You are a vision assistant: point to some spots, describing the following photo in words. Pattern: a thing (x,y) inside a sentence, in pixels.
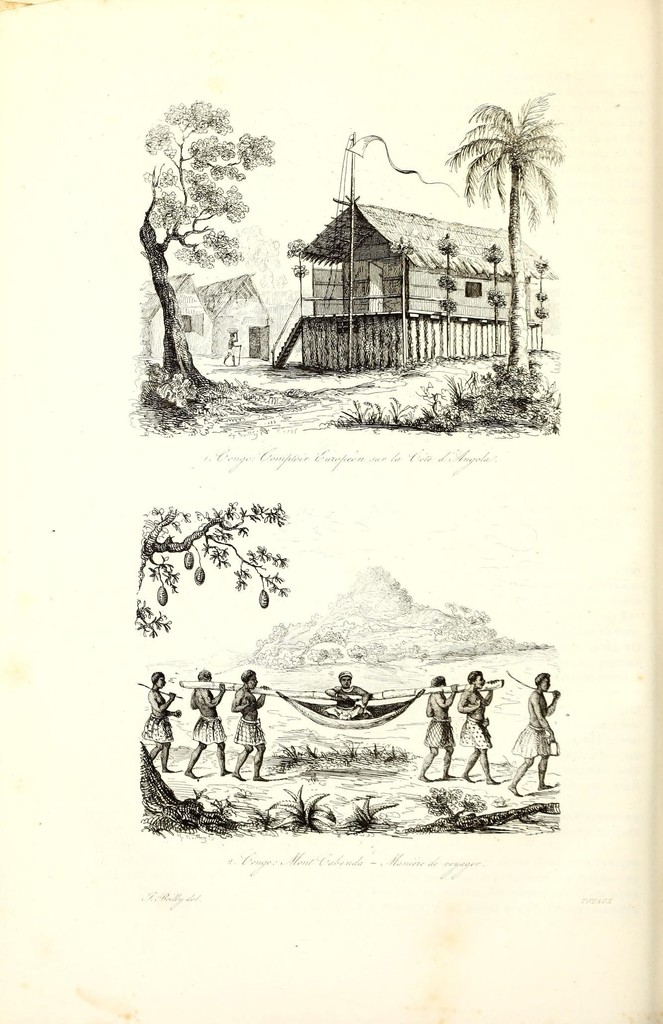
In this image, we can see two pictures, at the bottom (540,770) we can see some people (488,720) walking and at the top (368,326) we can see a homes (359,312) and some trees (516,301).
